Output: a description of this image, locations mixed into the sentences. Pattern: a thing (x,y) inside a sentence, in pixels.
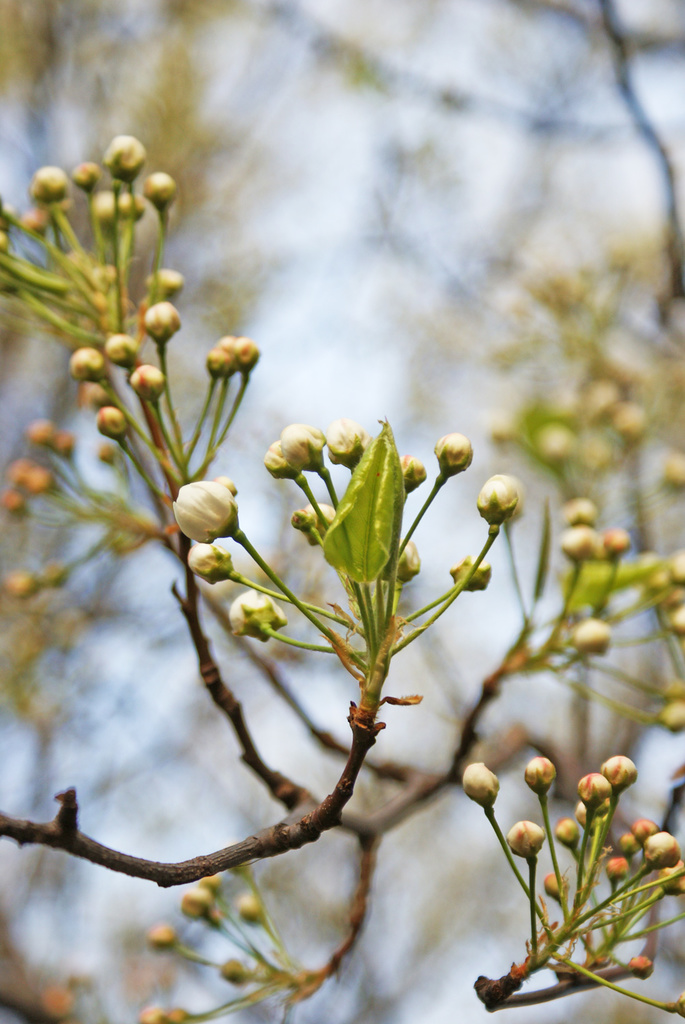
To the front of the image (156,495) there are buds (178,522) and leaves (342,555) to the stems (491,815). And in the background (185,121) there are green leaves (177,74) with the stems (100,316).
